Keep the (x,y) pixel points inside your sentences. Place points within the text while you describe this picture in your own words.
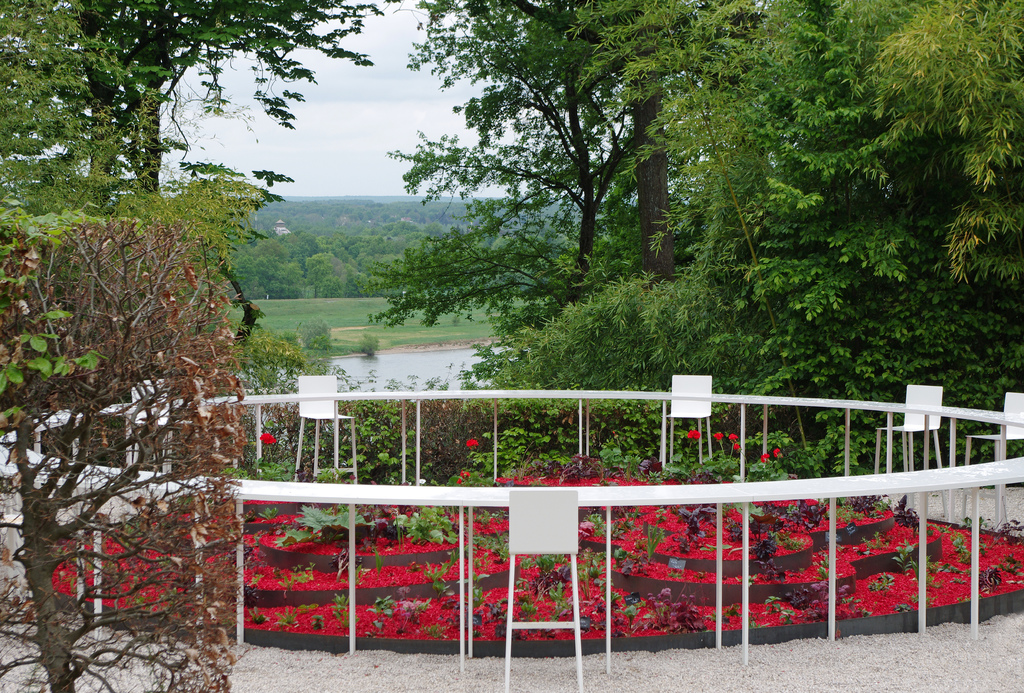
In the picture we can see a group of flowers (651,561) to the plants (769,561) and which are red in color and around it we can see a railing (976,525) and outside the railing (921,572) we can see a path (940,517) with plants (620,448), trees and behind it we can see water (405,388) and far from it we can see a grass surface (354,306), trees (346,198) and sky (373,148).
